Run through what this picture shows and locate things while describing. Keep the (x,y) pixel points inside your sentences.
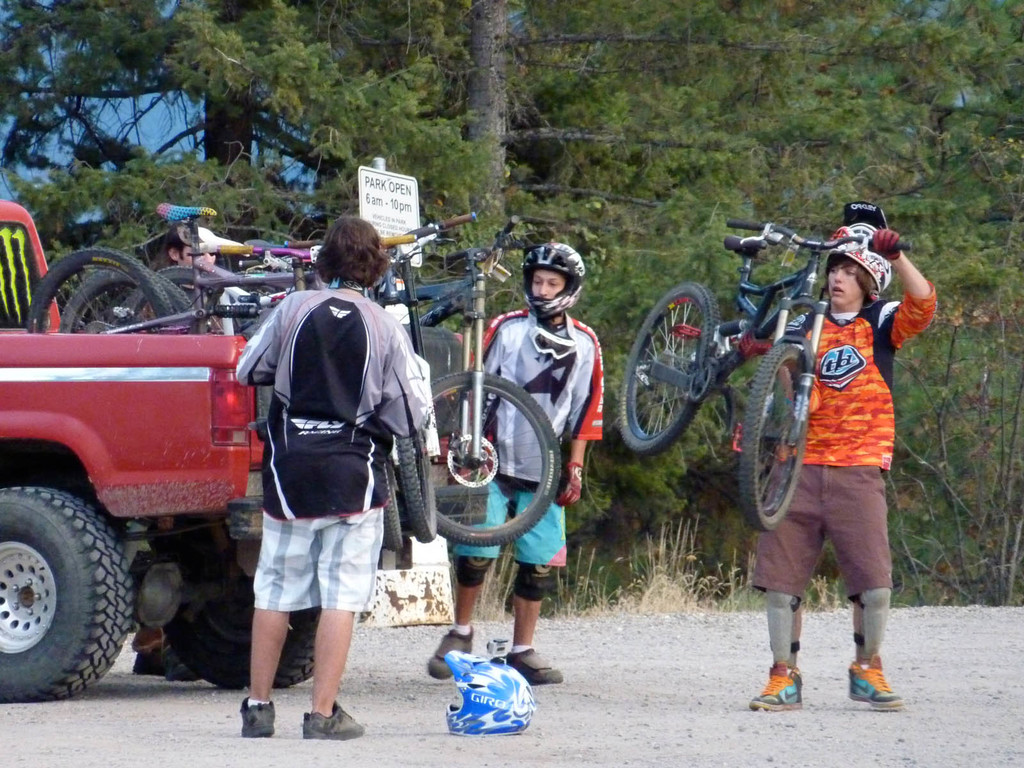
There are three people (565,352) standing. This is the truck (169,434) with bicycles (169,321) in it. This man (873,416) is holding a bicycle (820,325). I can see a helmet (484,715), which is placed on the ground (565,742). I can see a board (382,190). These are the trees (402,80) with branches (756,175) and leaves (820,175). I think I can see a person (175,261) behind the truck (42,351).
